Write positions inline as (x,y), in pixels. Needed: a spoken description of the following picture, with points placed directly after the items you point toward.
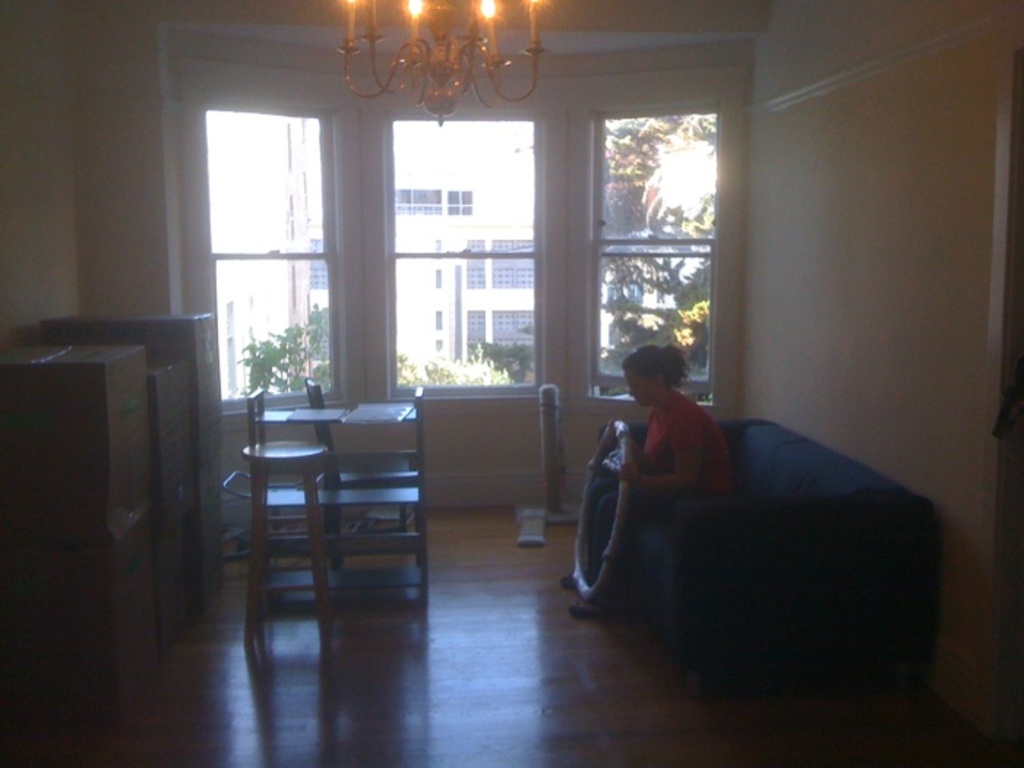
In this image there is a woman (660,422) sitting on the sofa (653,502) by holding the ring (584,553). In front of her there are cardboard boxes (107,446) kept one above the other on the floor (195,685). In the background (428,207) there is a glass (468,245) through which we can see the buildings (457,267) and trees (317,338). In the middle (367,493) there is a table (286,414) on which there are papers (302,410) and there are two chairs (322,449) around it. At the top (434,57) there is a chandelier (433,61).
